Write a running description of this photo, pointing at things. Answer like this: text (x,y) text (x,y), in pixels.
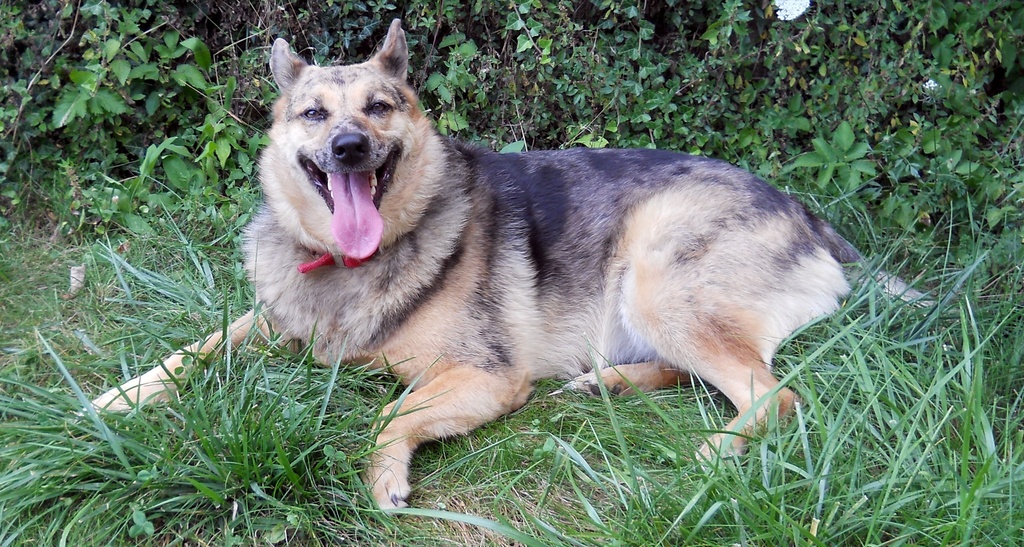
In this image there is a dog (487,313) sitting on the ground (472,497). There is grass (256,449) on the ground (787,431). There is a belt (323,256) around the neck (323,257) of the dog (382,241). The mouth (386,187) of the dog (333,188) is wide opened and its tongue (347,217) is outside. In the background (488,14) there are plants (158,82).
